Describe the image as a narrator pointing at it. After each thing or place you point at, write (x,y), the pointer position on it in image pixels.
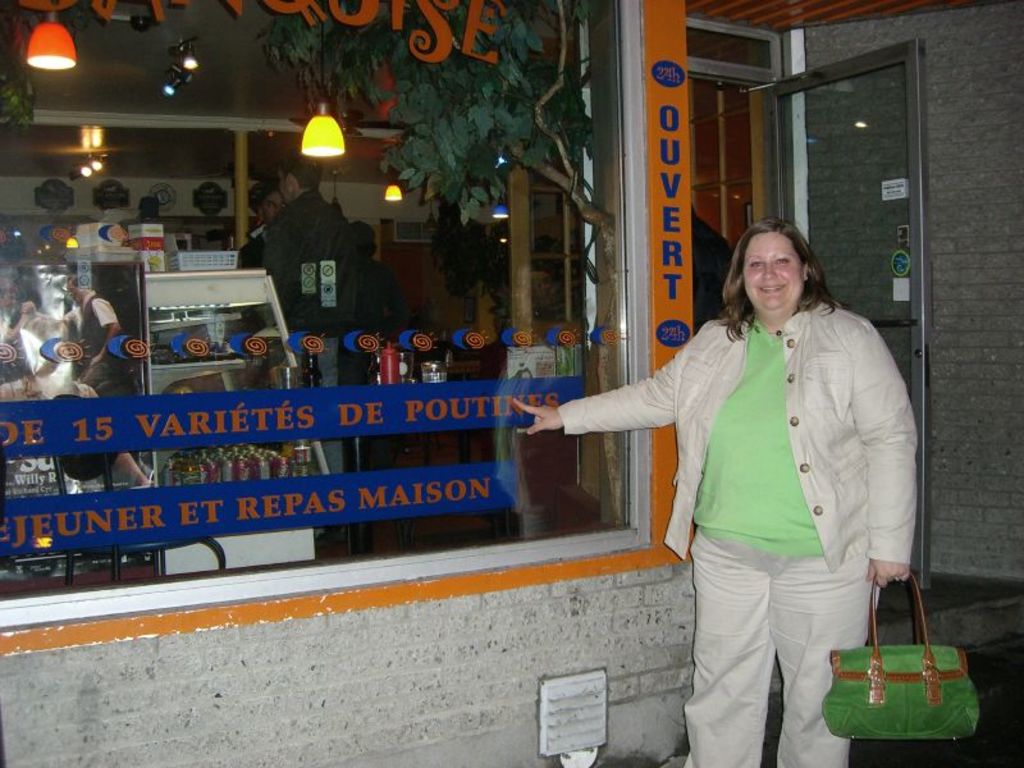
On the right side of the image (776,364) I can see a woman (756,449) standing and smiling. She's holding a green color bag (908,678) in her left hand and looking at the picture. In the background (827,200) I can see a wall (939,115) and door (848,163).
